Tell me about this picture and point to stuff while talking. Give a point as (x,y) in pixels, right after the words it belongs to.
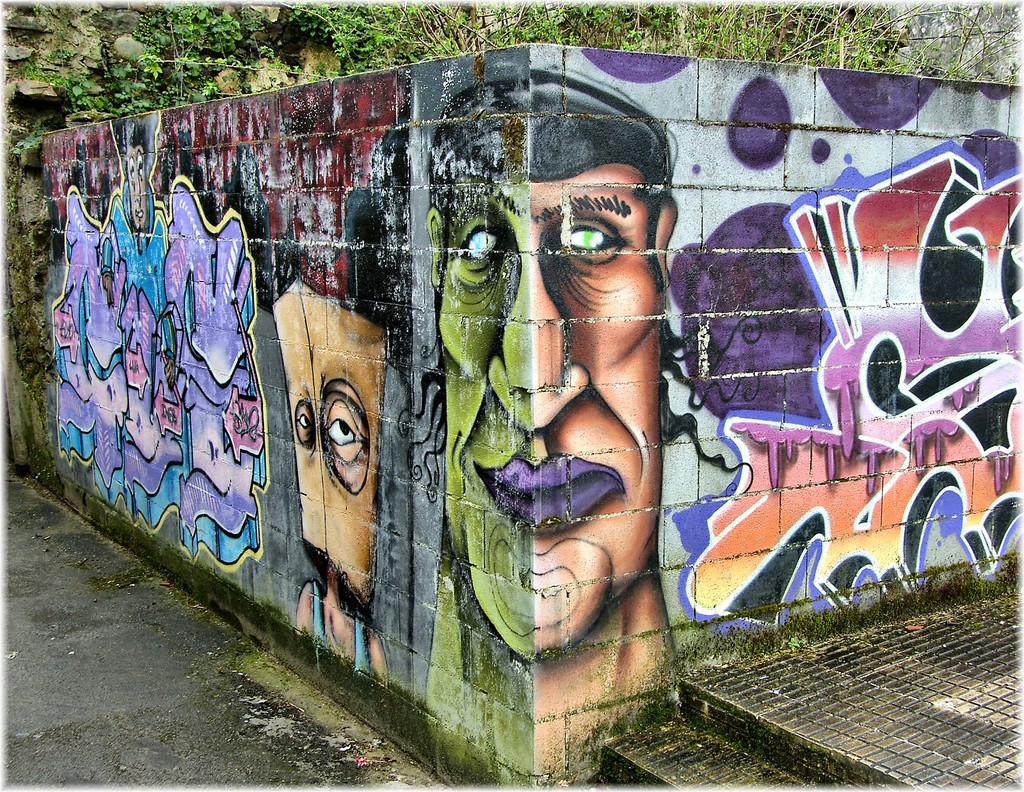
In the middle of this image (371,291) there is a wall (296,487) on which I can see the graffiti (698,344). On the right side (825,757) there are stairs (747,734). On the left side (133,649), I can see the ground (107,691). In the background (367,29) there are trees (657,29).
